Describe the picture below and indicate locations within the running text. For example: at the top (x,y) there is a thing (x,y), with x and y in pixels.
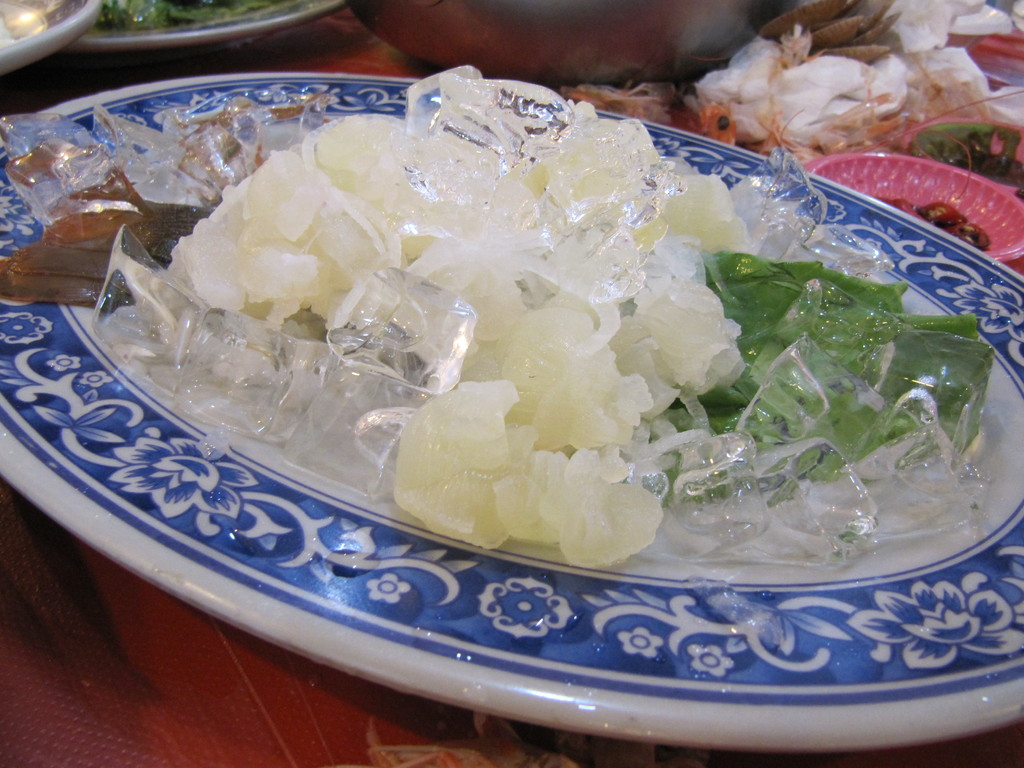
In this image I can see the plate (200,467) with food (481,517). The plate (454,562) is in white and blue color. The food (562,448) is in green, cream and brown color. To the side I can see few more plates (44,48) and bowls (482,47) and also many objects (796,132). These are on the brown color surface (157,720).
